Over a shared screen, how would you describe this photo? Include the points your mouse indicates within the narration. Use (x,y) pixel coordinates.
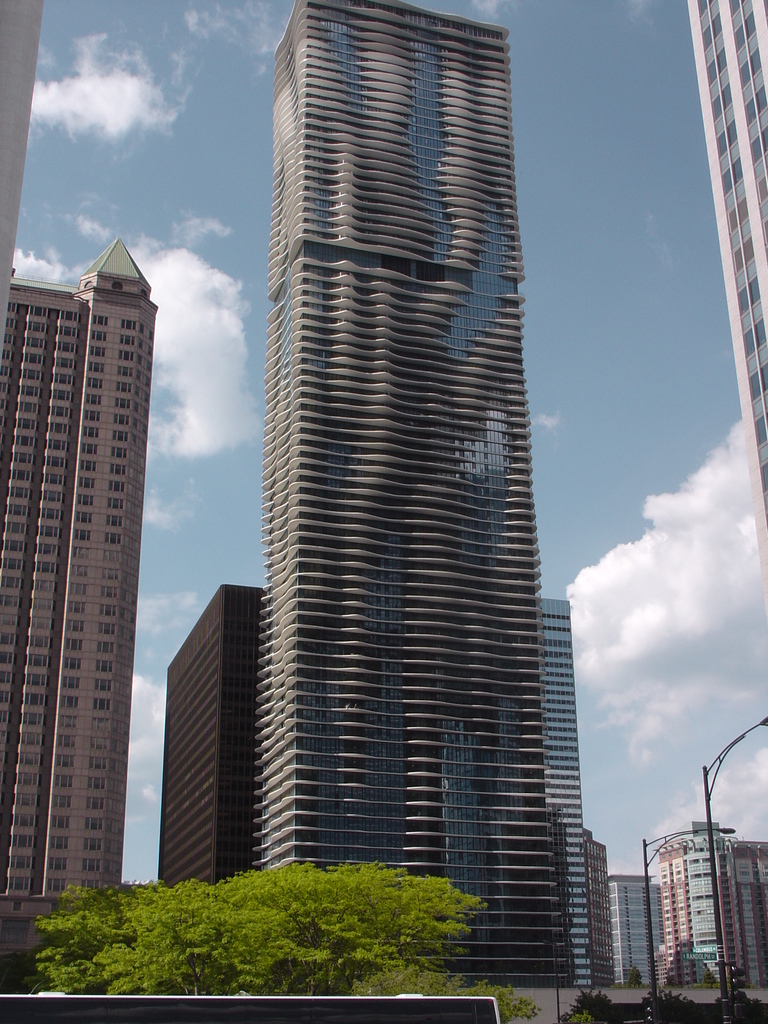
In this image, we can see some buildings (678,854). There are trees (137,936) at the bottom of the image (101,915). There are street poles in the bottom right of the image (728,995). In the background of the image (644,383), there is a sky (588,72).
